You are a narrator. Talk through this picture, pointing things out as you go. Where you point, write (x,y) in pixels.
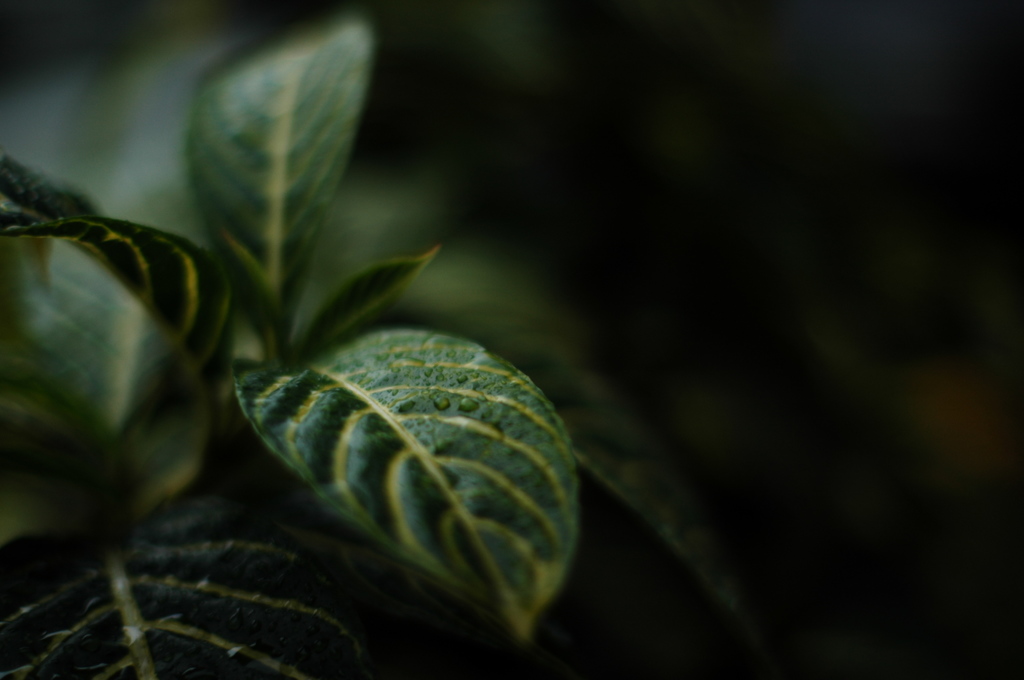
In the picture I can see a plant (254,535) with green color leaves (264,548) and the background of the image (847,109) is blurred and it is dark.
